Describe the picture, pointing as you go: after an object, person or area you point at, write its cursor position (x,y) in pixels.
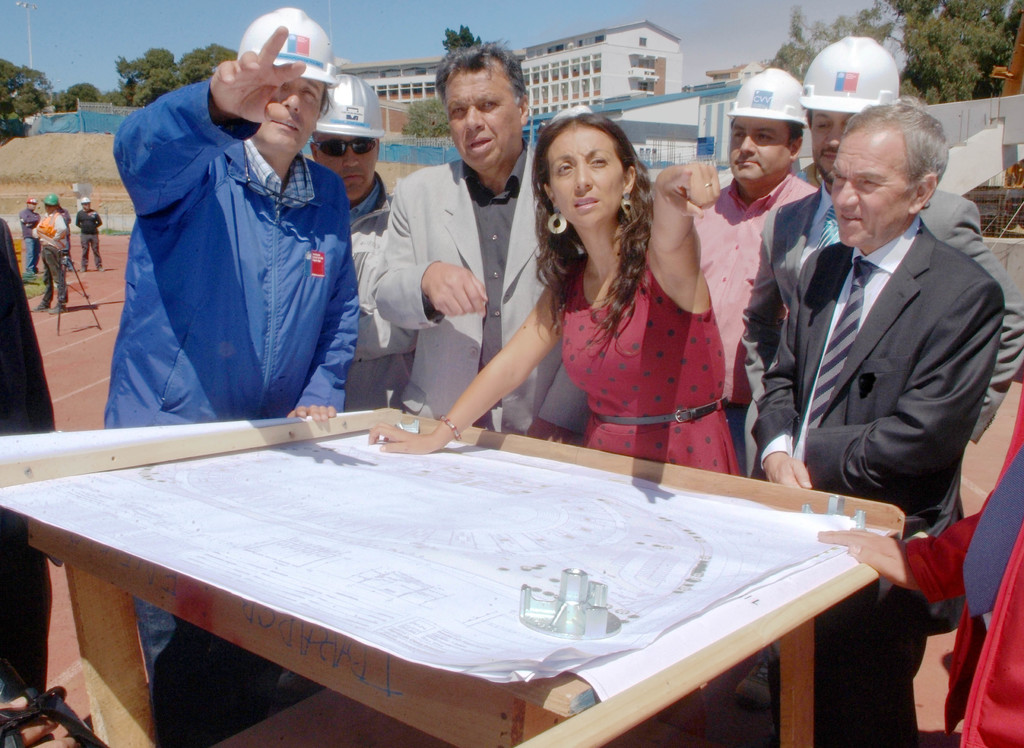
Here we can see a group of people (544,180) standing with someone wearing helmets (759,98) on their head (286,101) and in front of them we can see a table (195,605) and a plan (810,525) present on it and behind them we can see buildings (408,66) and trees (913,48) present.
